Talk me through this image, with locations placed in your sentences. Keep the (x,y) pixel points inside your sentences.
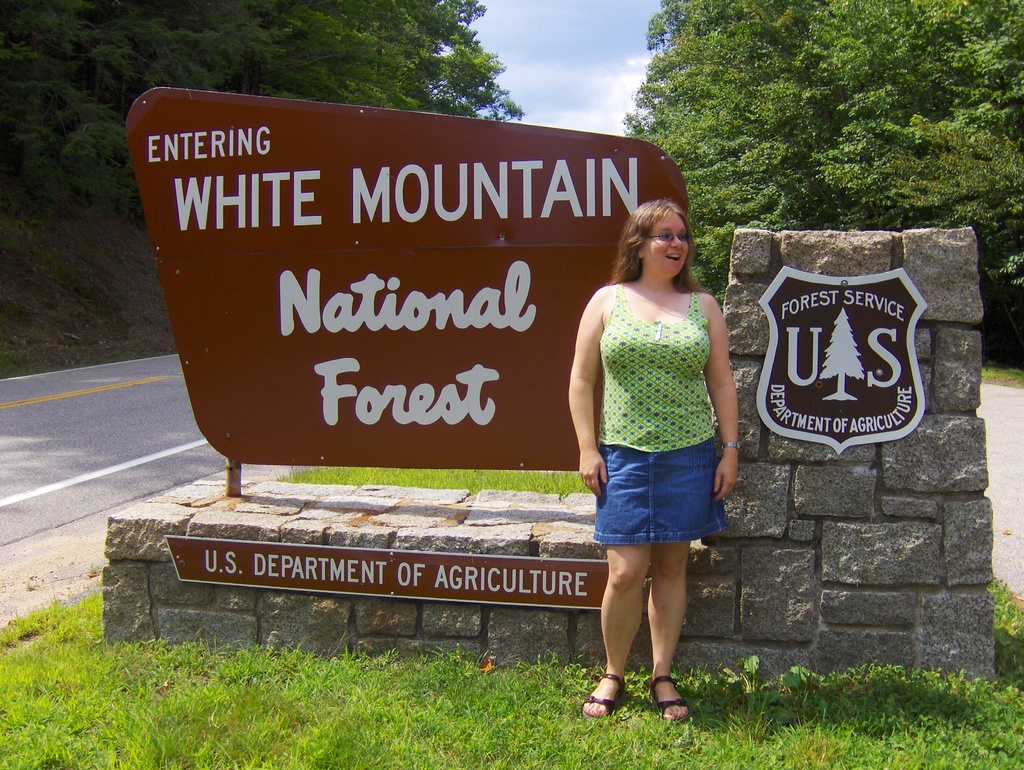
As we can see in the image there are rocks (833,480), a woman (682,515) wearing green color dress (650,386), grass (6,766) and trees (245,59). On the top (620,15) there is sky (581,53).
